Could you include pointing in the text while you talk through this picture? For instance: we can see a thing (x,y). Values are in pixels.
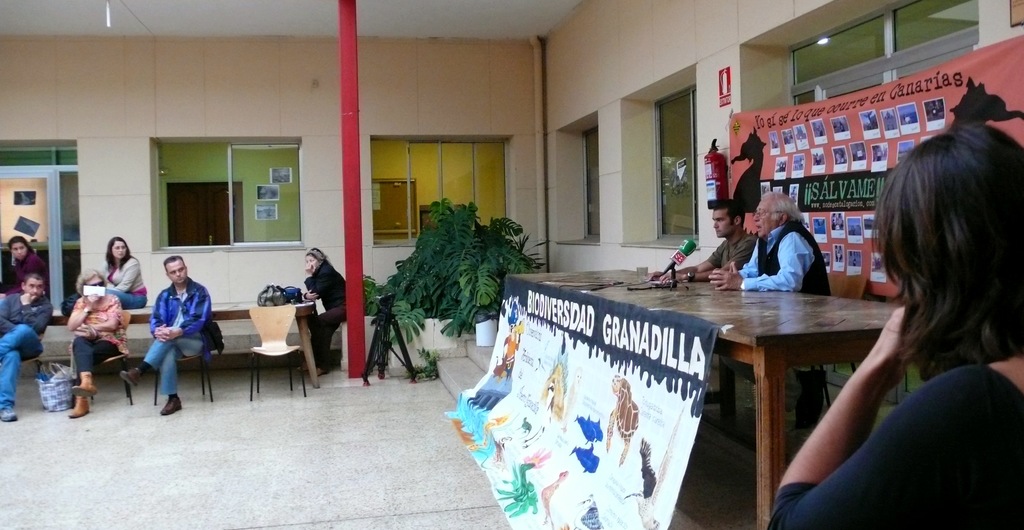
On the left (34,315) we can see few persons (195,298) were sitting on the chair (267,324) around the table (309,346), On table (309,359) there is a hand bags (279,288). On the right (960,406) we can see three persons (931,400) were sitting around the table (785,304), in front there is a microphone (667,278). In the background (356,92) we can see wall (323,154), pillar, glass window (247,209), door (187,213), sign board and banner (827,173).
